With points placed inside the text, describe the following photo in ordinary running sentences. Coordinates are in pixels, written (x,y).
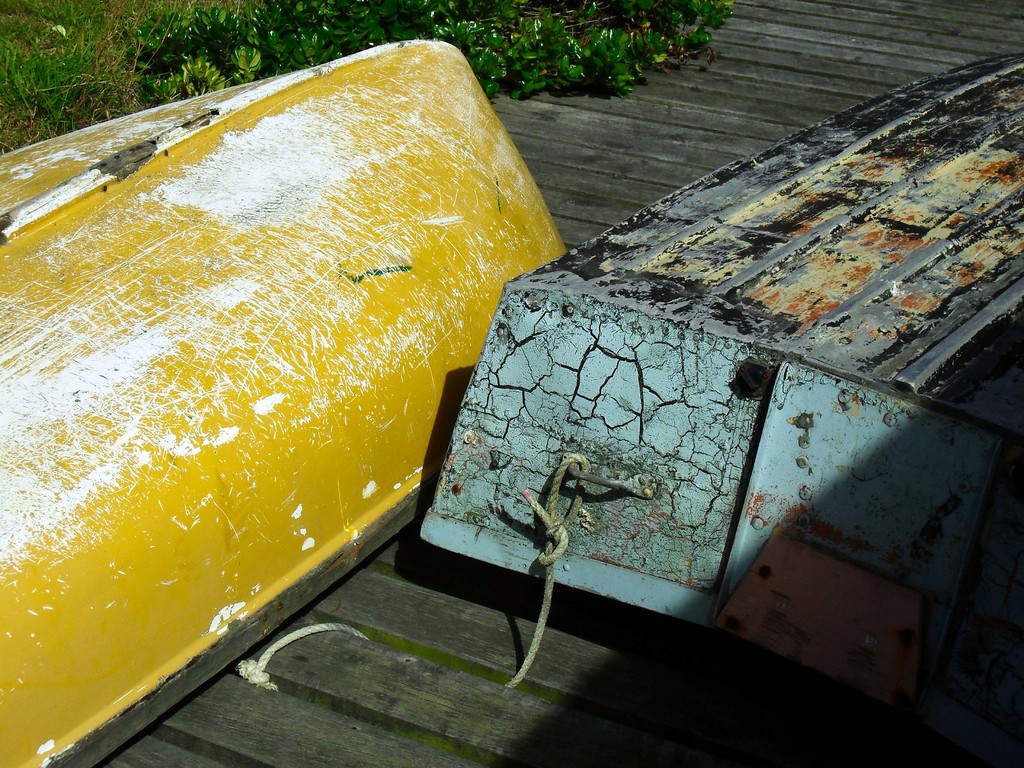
In this image I can see boats (292,330) on a wooden surface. In the background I can see the grass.
